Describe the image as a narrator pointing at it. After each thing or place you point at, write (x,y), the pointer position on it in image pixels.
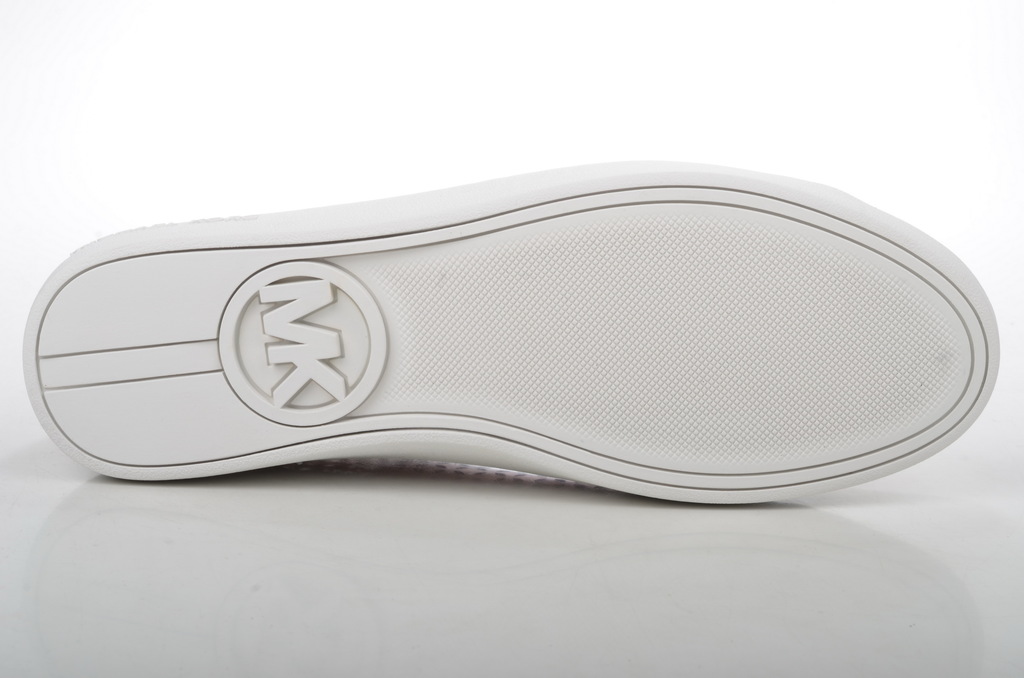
In this picture we can see a shoe (463,260).
